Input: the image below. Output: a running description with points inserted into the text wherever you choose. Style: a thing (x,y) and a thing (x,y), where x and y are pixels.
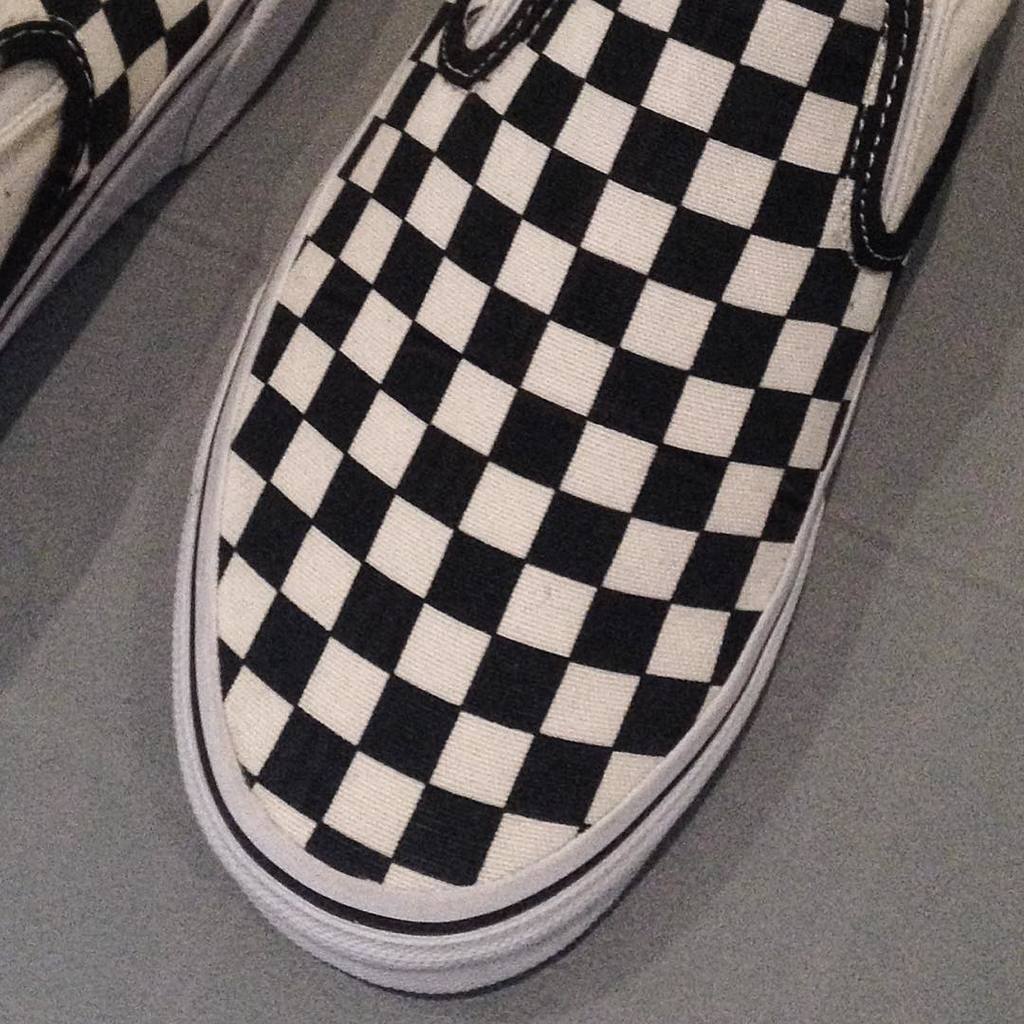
This image consists of shoes (358,361). At the bottom (951,952), there is a floor mat (265,928) in gray color.
